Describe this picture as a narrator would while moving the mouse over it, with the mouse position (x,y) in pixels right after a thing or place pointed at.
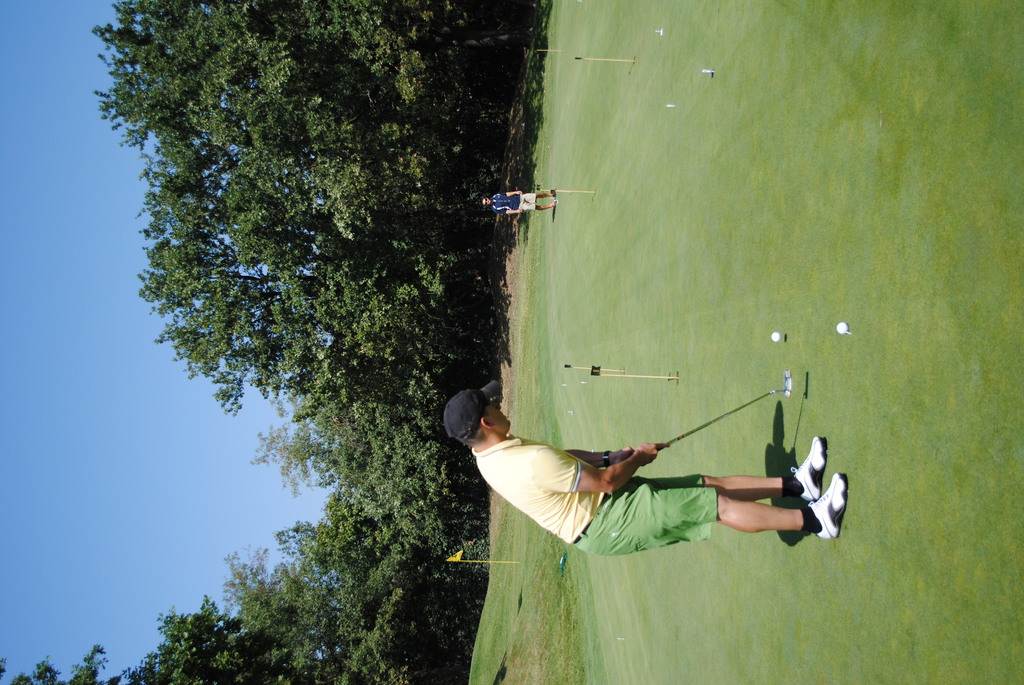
In this picture I can see there are some people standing and playing golf. In the backdrop (330,568) there are some trees (313,140) and the sky (107,411) is clear.
